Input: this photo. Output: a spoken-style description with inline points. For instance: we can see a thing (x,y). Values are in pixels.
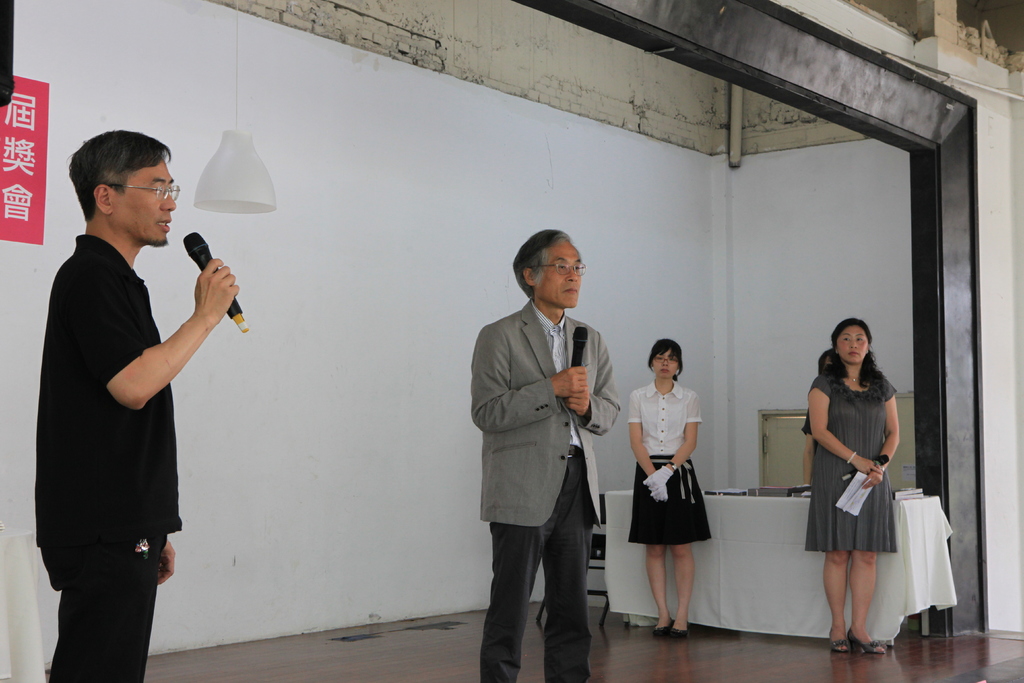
In the foreground of this image (587,362), there two men (176,507) and a woman (863,525) standing and holding a mic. Behind them, there is a woman (692,512) standing near a table (771,506) on which there are books like objects (901,493). At the top (251,154), there is a lamp (254,169) hanging and we can also see the wall (645,159).
